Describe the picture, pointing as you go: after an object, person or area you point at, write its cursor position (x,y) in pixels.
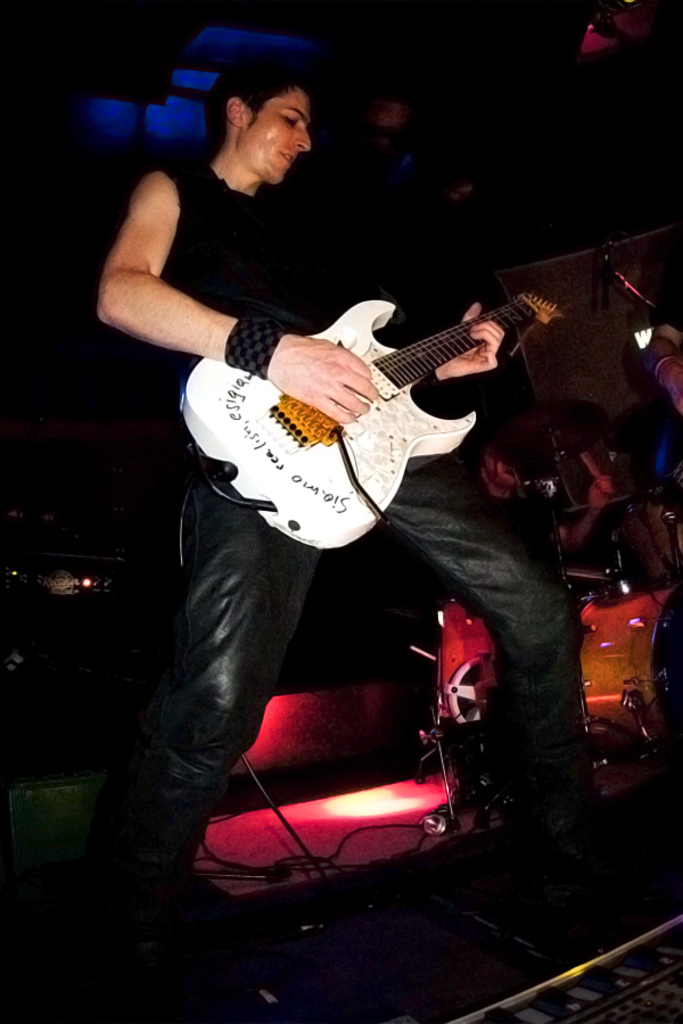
In the image we can see there is a man (246,103) who is holding a guitar (500,312) in his hand (334,410).
